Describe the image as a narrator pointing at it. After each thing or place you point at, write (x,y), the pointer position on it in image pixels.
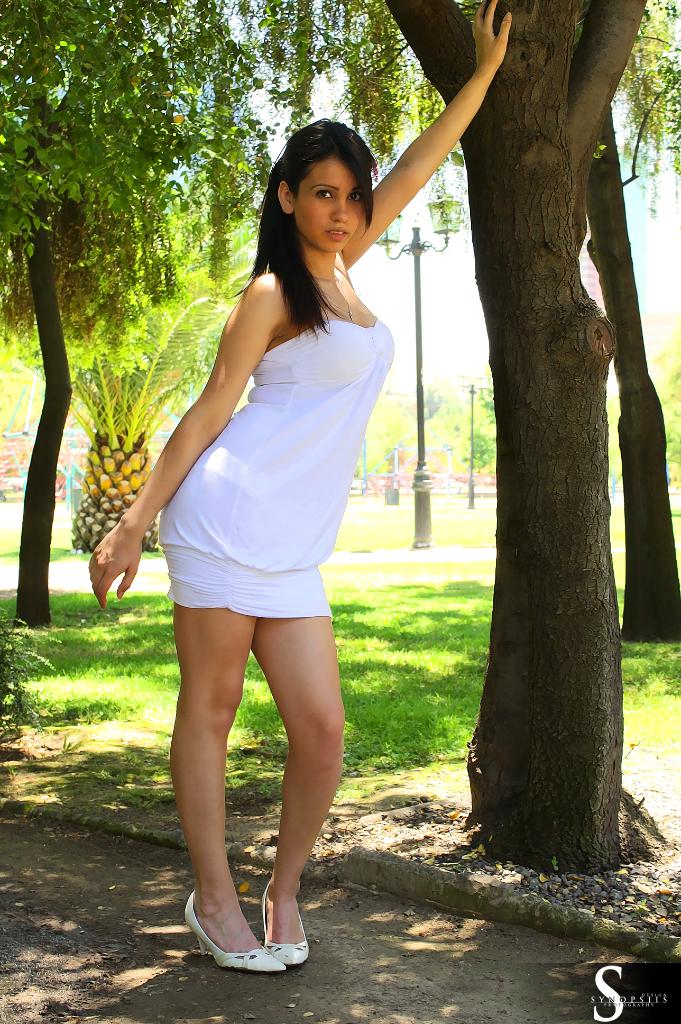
In this image I can see the person (174,569) standing and the person (174,569) is wearing white color dress (318,497). In the background (624,494) I can see few trees (18,27) in green color, few light poles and the sky (319,107) is in white color.
